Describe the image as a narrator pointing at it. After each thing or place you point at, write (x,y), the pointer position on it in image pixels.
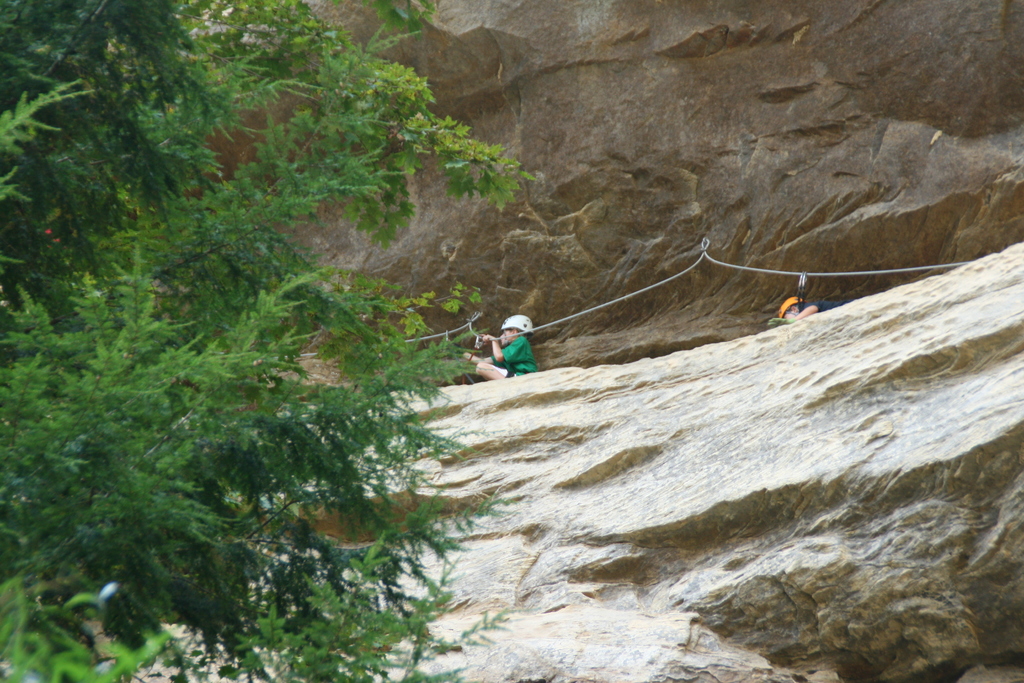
In the image we can see there are kids (530,355) sitting on the rock (554,359) and they are holding ropes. The kids (510,344) are wearing helmets (518,321) and there are trees (146,302).
